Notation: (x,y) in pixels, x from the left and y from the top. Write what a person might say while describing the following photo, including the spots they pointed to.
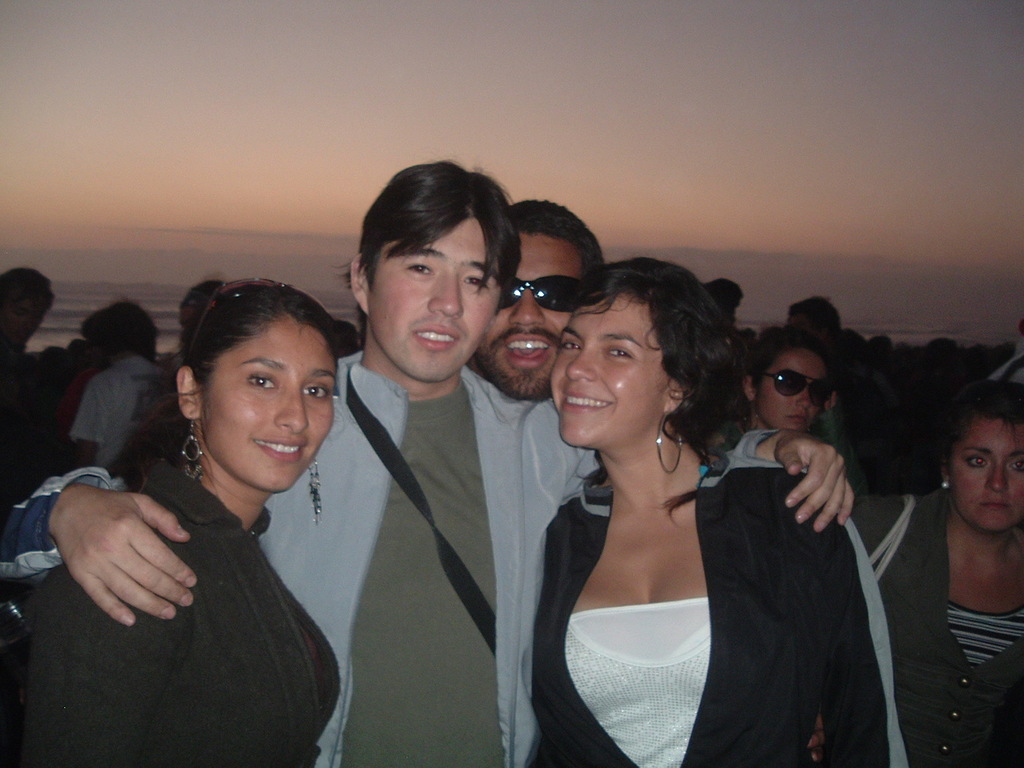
In this image, we can see many people (387,400) and some are wearing glasses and one of them is wearing a bag (449,569). In the background (741,280), there is sky (793,274).
